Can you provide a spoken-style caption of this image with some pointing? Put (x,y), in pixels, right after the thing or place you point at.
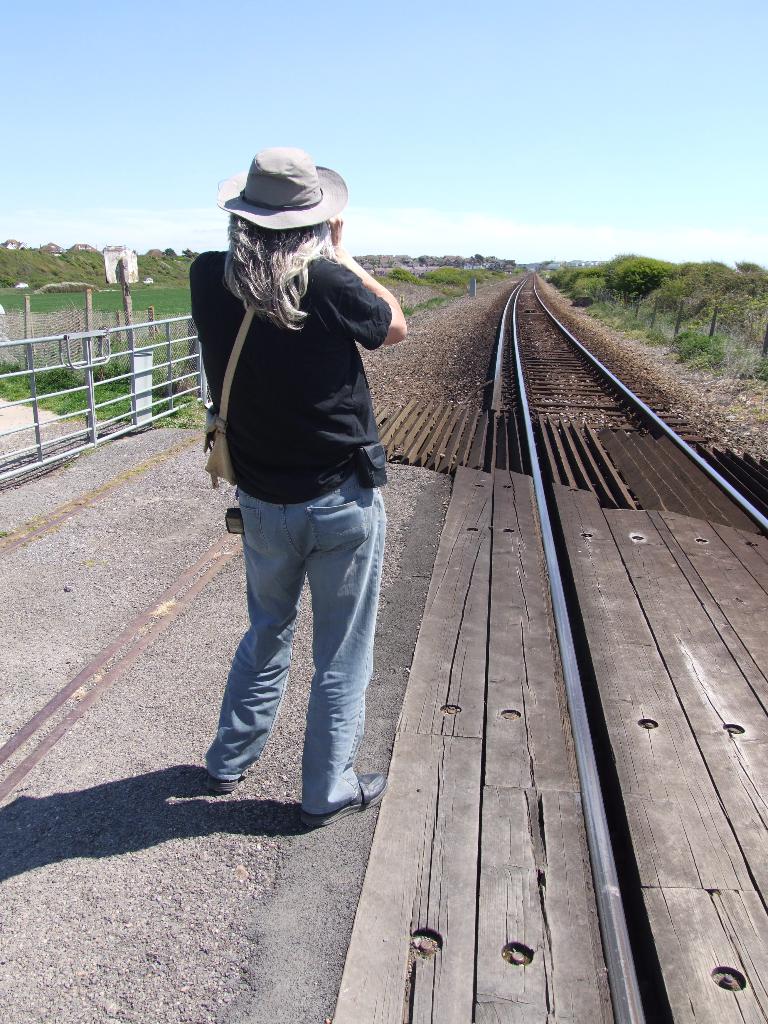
In this image, we can see a person (333,715) beside the track (595,475). There is a gate (99,383) on the left side of the image (89,378). At the top of the image (369,60), we can see the sky (457,84).
